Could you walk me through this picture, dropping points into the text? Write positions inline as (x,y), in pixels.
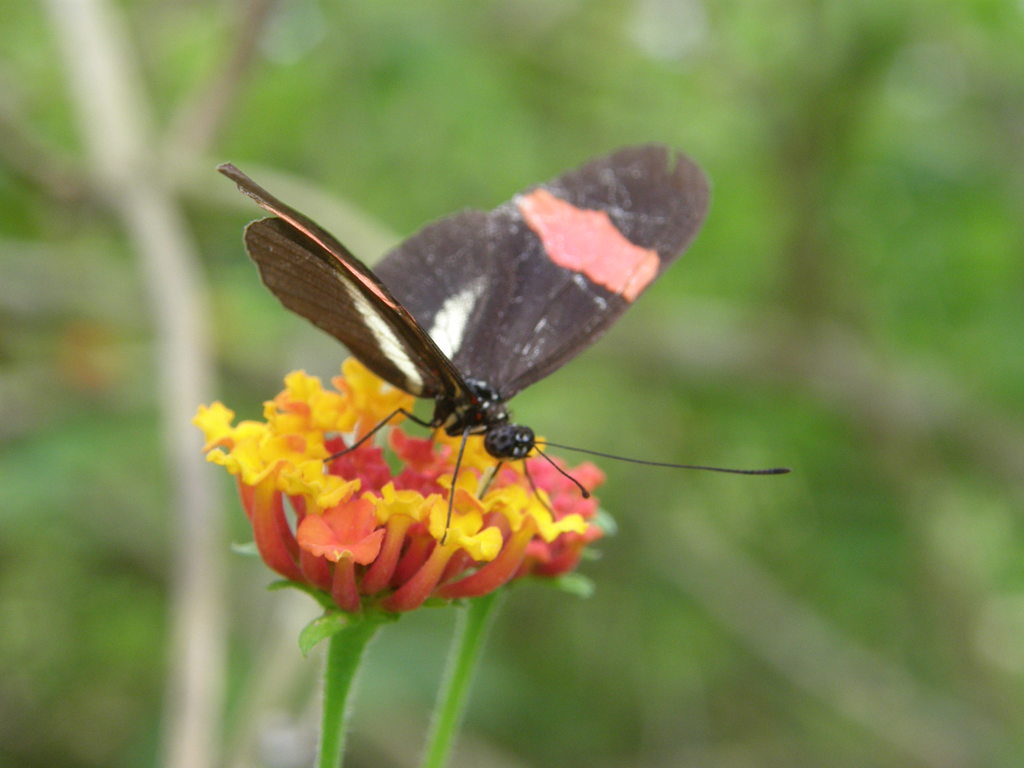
In this picture we can see a flower (329,516), we can see a butterfly (411,306) in the front (469,278), in the background (740,237) they might be leaves (845,148), there is a blurry background (846,118).
